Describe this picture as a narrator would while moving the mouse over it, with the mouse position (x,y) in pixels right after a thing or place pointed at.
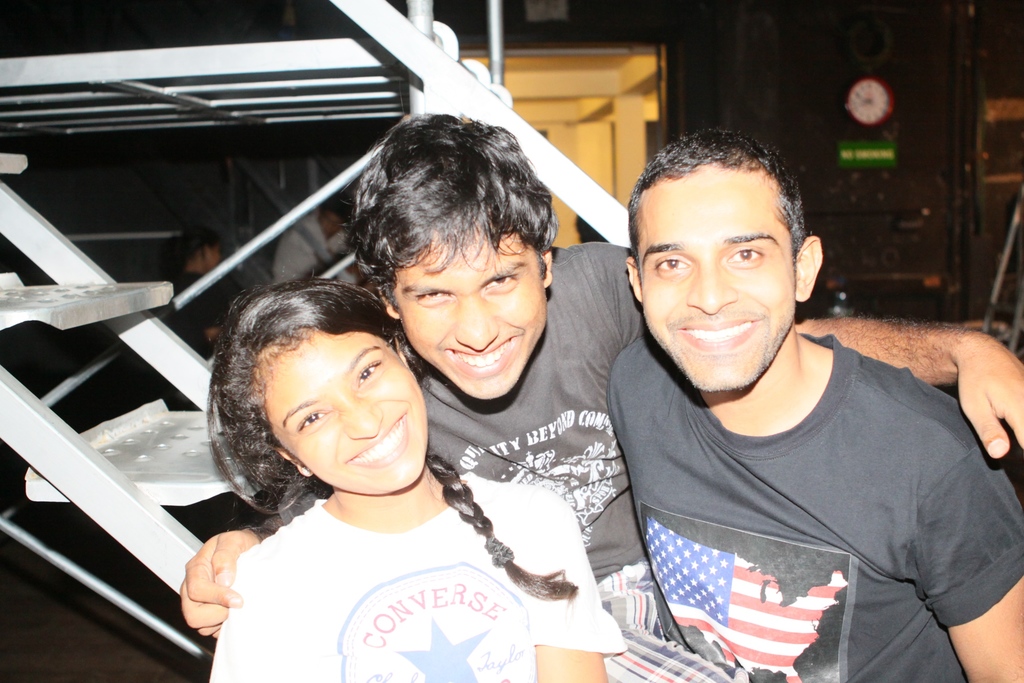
In this image I can see three persons (536,464) smiling and posing. There are two other persons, there is a clock (861,121), name board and there are some objects (30,67) in the background (527,128).
